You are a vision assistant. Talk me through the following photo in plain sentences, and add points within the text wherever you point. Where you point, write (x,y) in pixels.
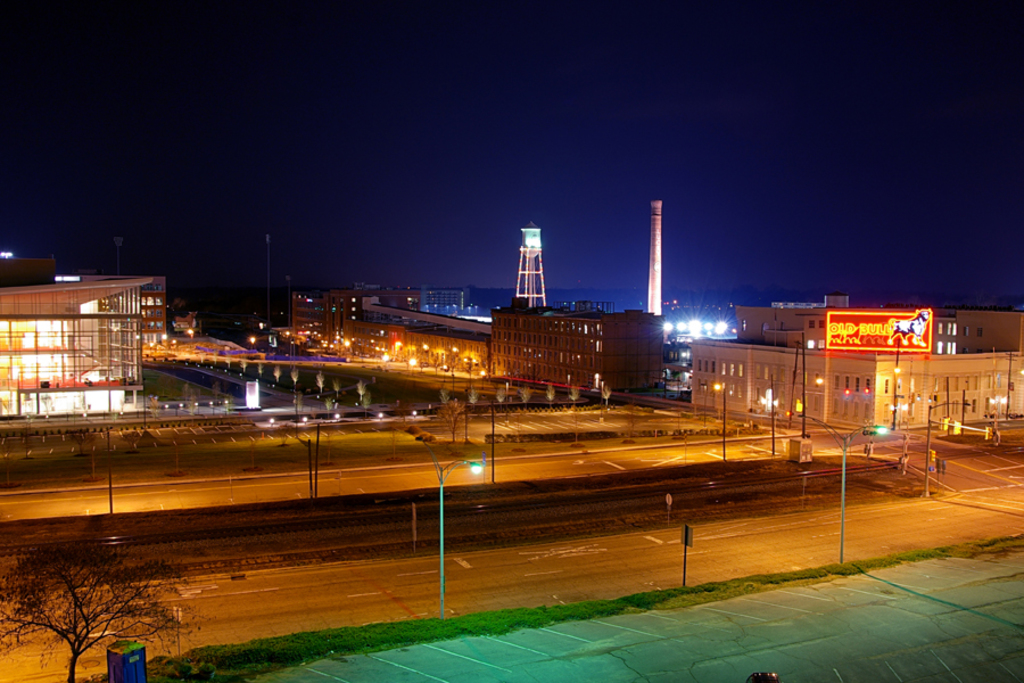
We can see tree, boards (669,499) and lights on poles (804,373) and road (484,472). In the background (1020,398) we can see buildings (590,357), trees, tower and sky (517,28) and we can see hoarding (843,329) on this building (809,350).
